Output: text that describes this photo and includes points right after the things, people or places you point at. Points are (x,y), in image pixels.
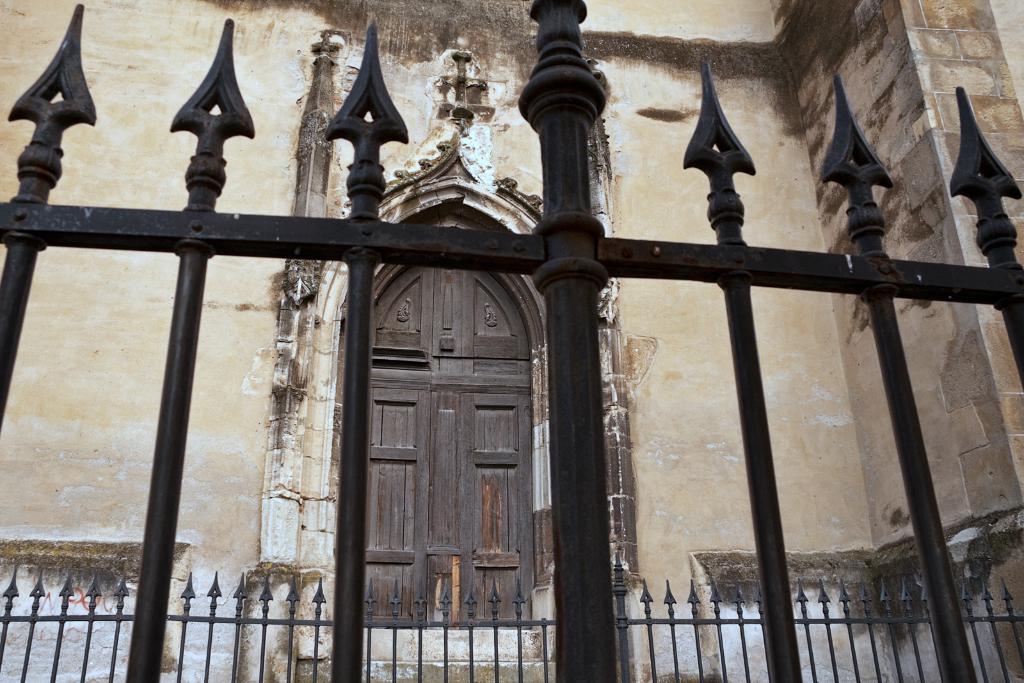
In this image at front (20,267) we can see metal fencing (561,454). At the back side (684,377) there is a building (975,42). At the center (465,303) there is a door (420,412).
